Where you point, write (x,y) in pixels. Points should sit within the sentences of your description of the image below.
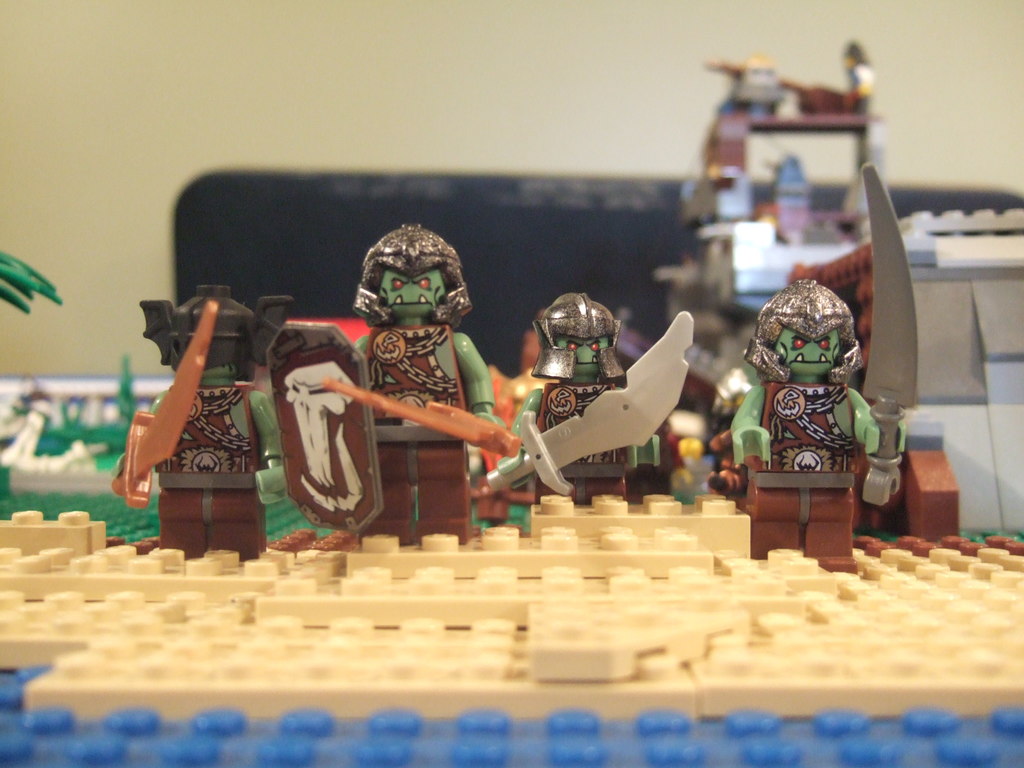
In the picture we can see a puzzle surface (891,671) with some dolls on it and behind it, we can see some things (726,273) are placed near the wall (53,160) which are not clearly visible.
